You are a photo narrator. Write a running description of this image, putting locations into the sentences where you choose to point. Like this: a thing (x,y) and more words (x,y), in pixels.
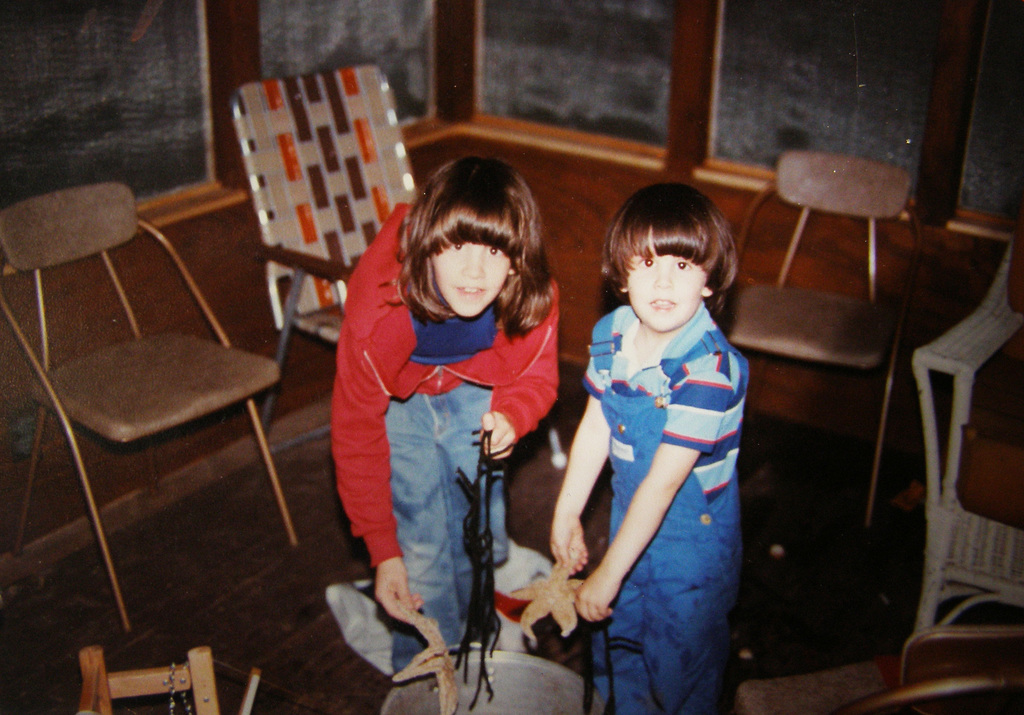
There are two children (640,484) holding starfish (548,608) in their hands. In the background (309,257) there are chairs (378,228) and wall (969,263).
